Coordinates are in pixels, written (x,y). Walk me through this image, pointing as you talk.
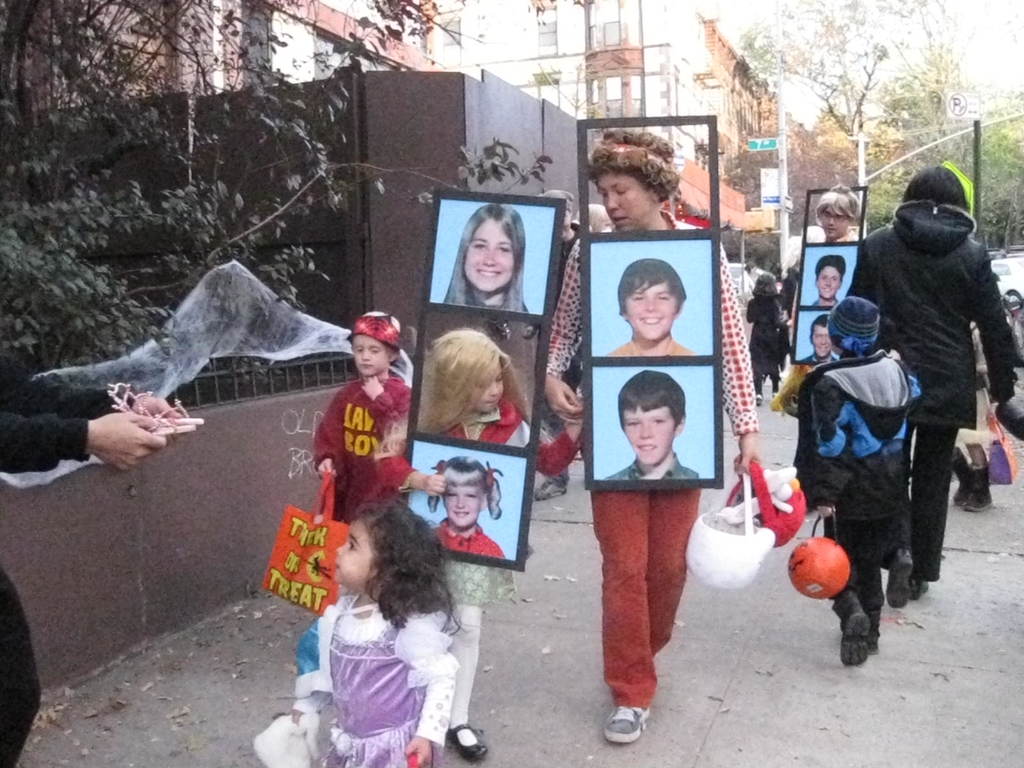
In this image we can see a group of people (492,424) standing on the road (528,707). In that some are holding the objects (492,562) like, bags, baskets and some boards (531,324) with the pictures (505,512) of some people (641,409) on it. We can also see some buildings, poles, a signboard (774,196), plants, a group of trees (872,129) and the sky (966,58).
